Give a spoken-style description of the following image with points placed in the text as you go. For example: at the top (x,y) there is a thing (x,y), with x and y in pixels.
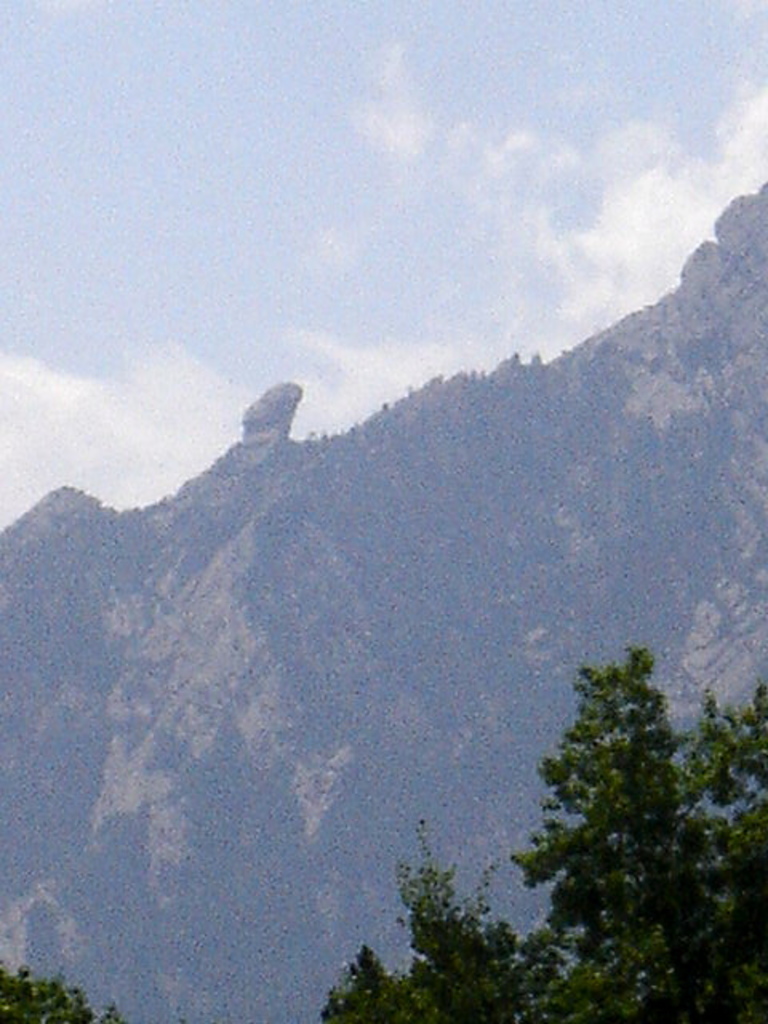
In this image I can see the trees (418,912). In the background (335,701) I can see mountains (262,527), clouds (421,136) and the sky (274,183).
